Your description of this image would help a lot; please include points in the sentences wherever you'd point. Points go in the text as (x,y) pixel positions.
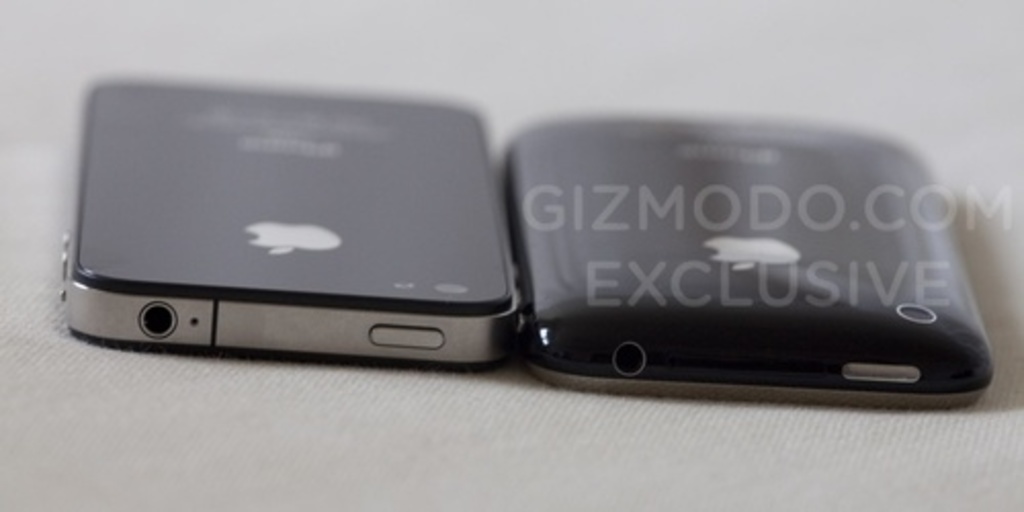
In this image in the center (511,204) there are two iphones (601,195), at the bottom (440,437) it looks like a table (317,440).
